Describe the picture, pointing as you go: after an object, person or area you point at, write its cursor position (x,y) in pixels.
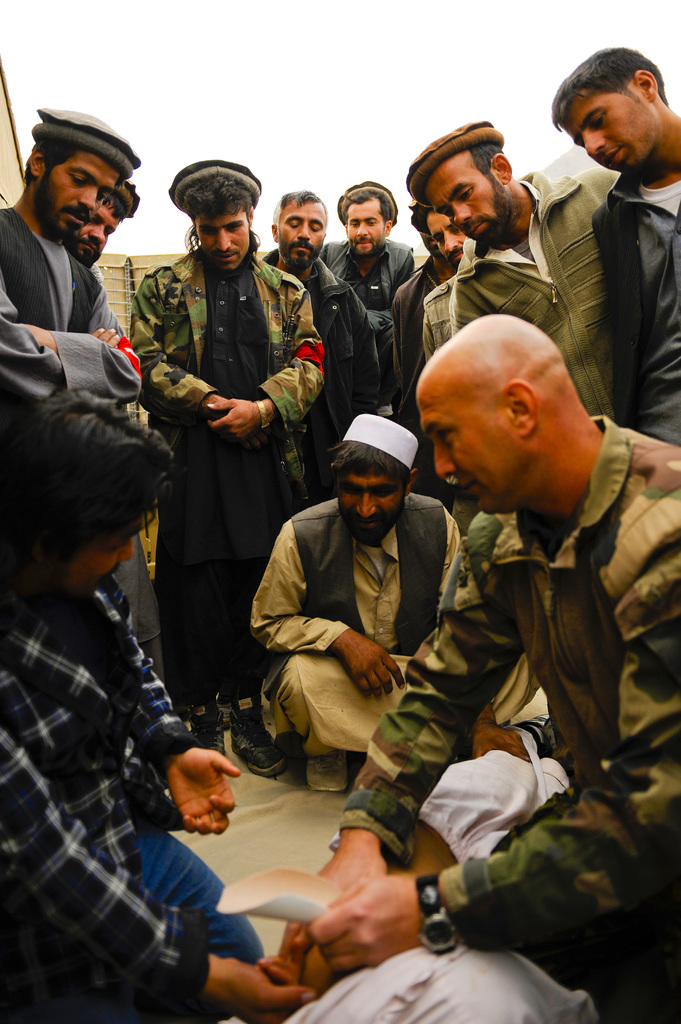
There are three persons (350,744) sitting on their legs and there are few persons (338,302) standing around them.
